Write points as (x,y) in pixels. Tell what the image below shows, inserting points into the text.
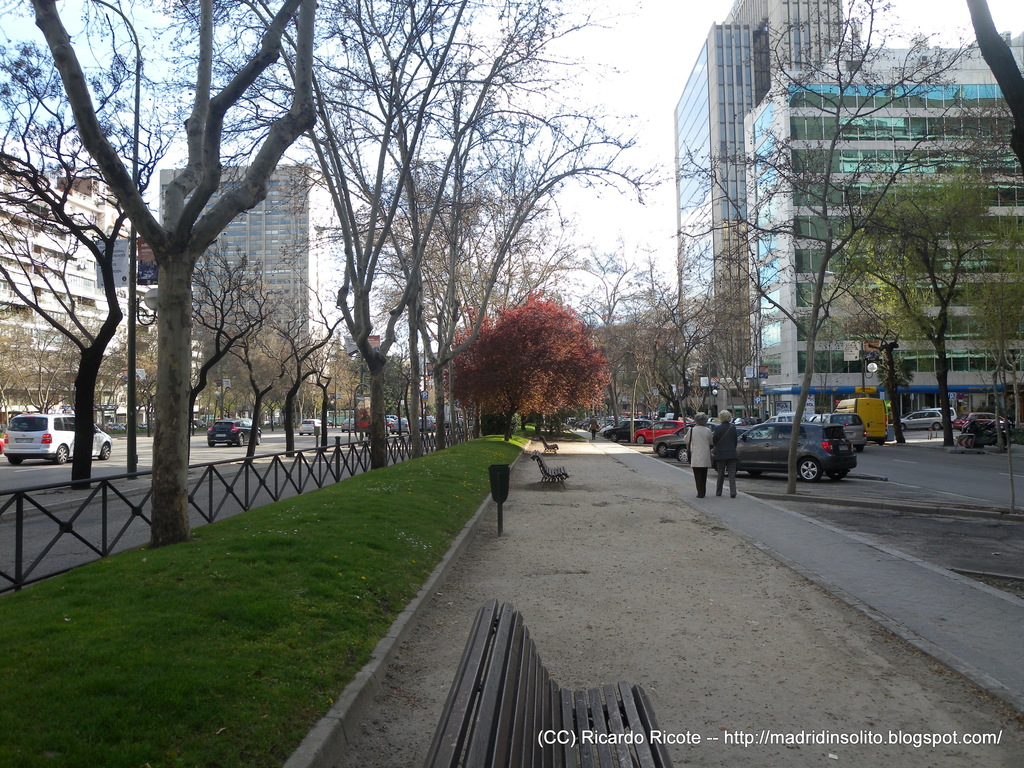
In this picture I can observe some cars (757,441) parked in the parking lot (778,474) on the right side (751,443). On the left side (98,436) I can observe some cars (237,436) moving on the road (263,446). In the bottom of the picture (515,711) I can observe a bench (527,719). I can observe some trees (228,216) in this picture. In the background (719,281) there are buildings (770,115) and sky (635,84).
